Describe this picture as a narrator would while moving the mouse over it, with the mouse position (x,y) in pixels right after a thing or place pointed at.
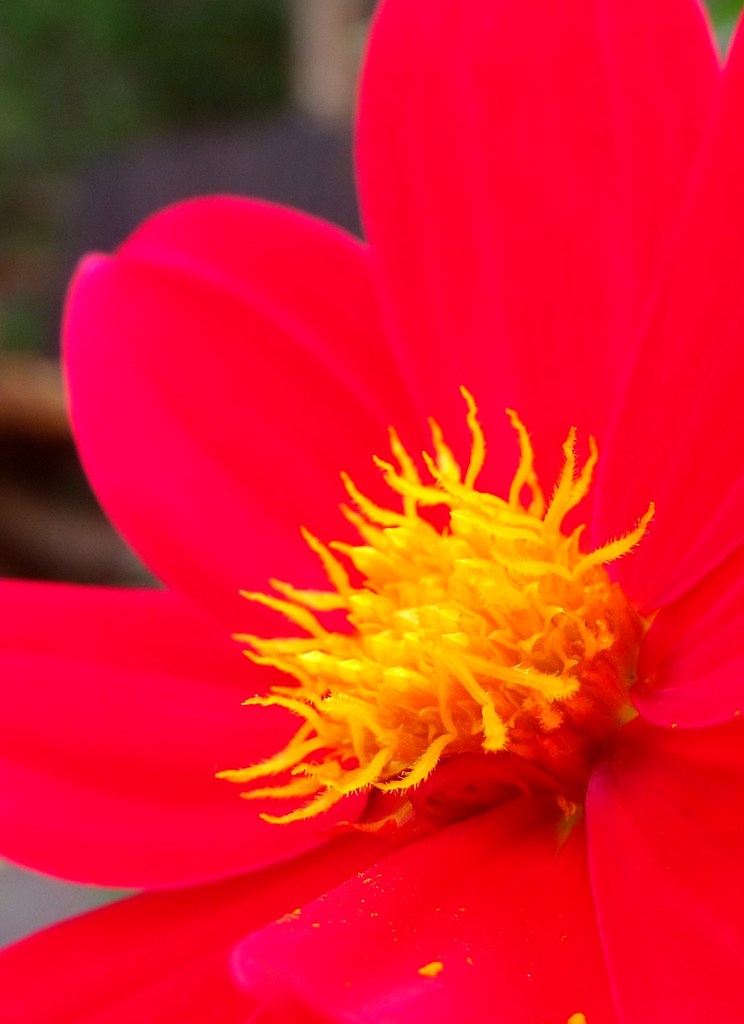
In this image I can see a pink color flower (178,720). The background (72,180) is blurred.
